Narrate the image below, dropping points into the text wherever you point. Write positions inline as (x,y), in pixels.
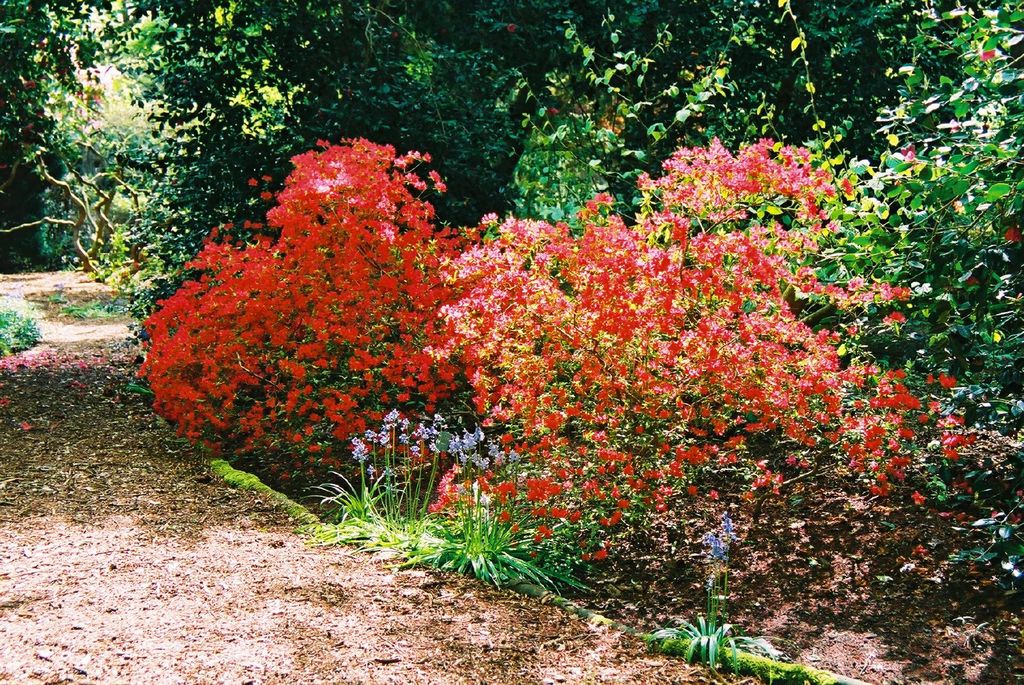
This image is clicked outside. There are bushes (511,379) in the middle (523,388). There are trees (431,99) at the top (626,99). There are flowers (486,372), which are in red and blue color.
